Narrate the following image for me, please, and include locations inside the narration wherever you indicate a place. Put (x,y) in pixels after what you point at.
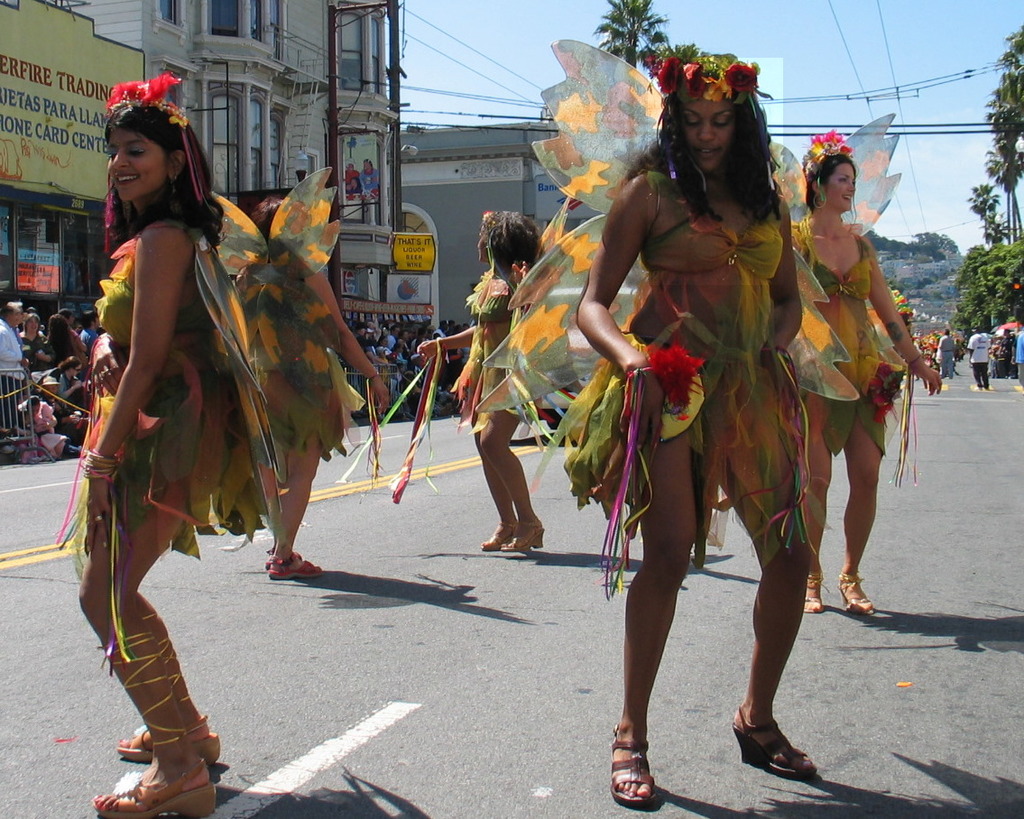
The picture is taken on the road (799,718). In the center of the picture (664,320) there are women (494,289) dancing. On the right (1014,275) there are trees (997,296) and people (938,364). On the left (65,305) there are people (60,349) and buildings (424,142). At the top (1006,113) there are cables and trees (635,4). In the background (936,273) there are trees (630,22), buildings (462,188) and hill (888,260). Sky (920,65) is clear and it is sunny.
